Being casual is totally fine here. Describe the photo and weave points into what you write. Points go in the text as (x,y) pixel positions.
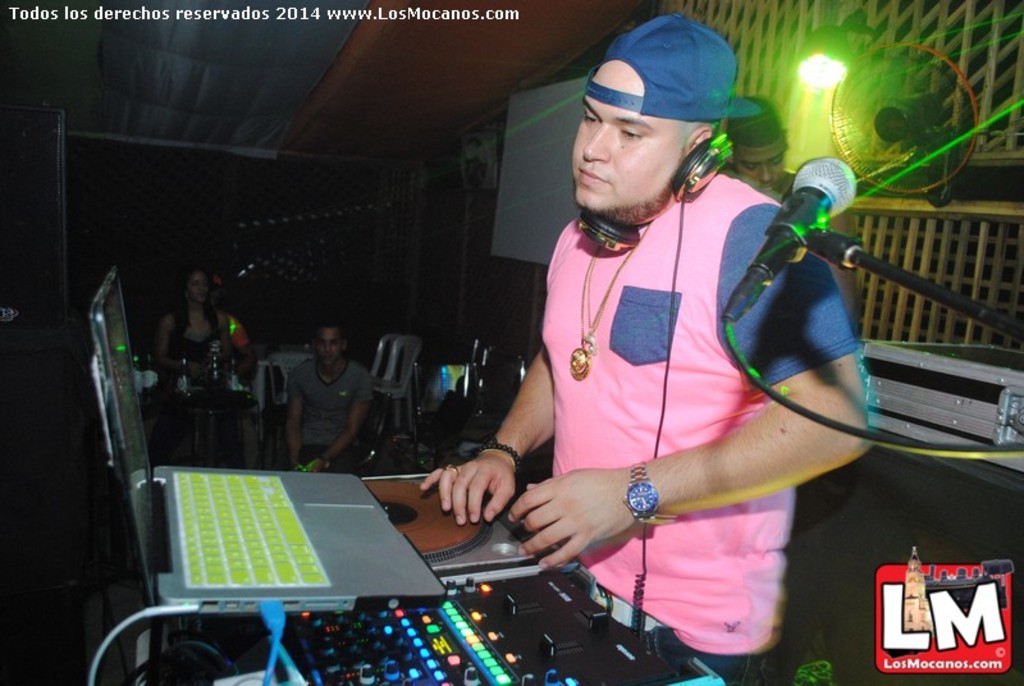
In this image we can see persons (237,356) sitting on the chairs (283,355) and a person (598,378) standing on the floor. In addition to this we can see laptop (248,496), musical instrument (532,575), chairs (404,394), beverage bottles (184,382), mic (771,268) and a fan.
